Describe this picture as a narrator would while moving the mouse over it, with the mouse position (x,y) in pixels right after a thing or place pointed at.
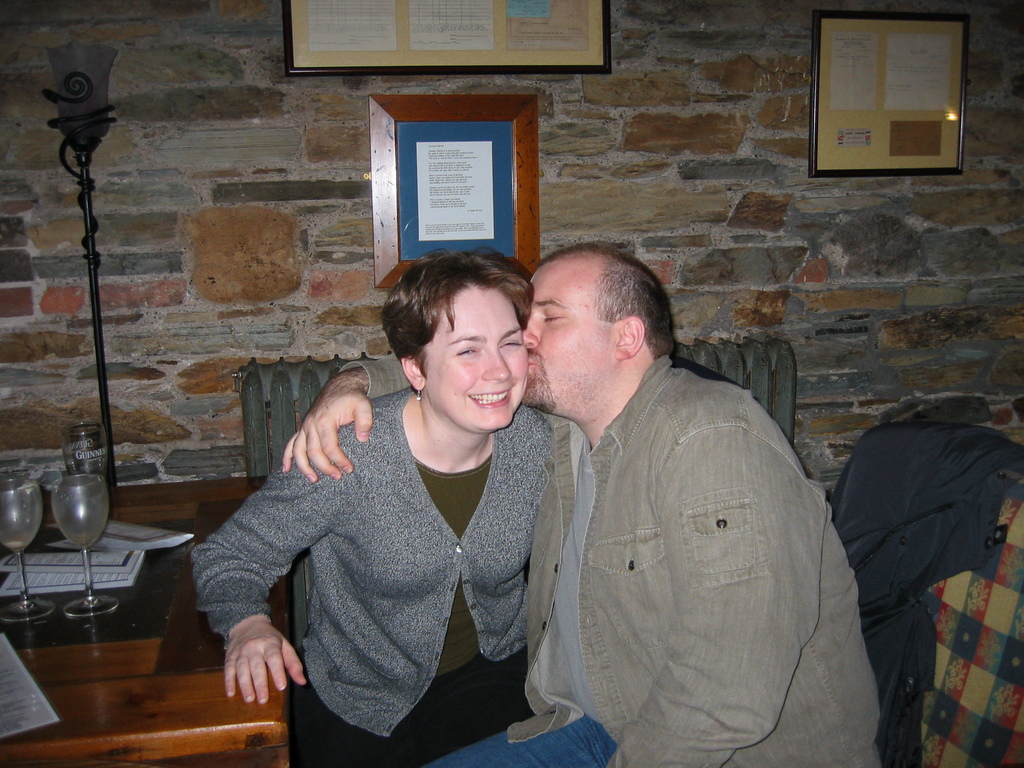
There is a man (544,382) and woman (431,511) in this picture. The man (592,393) is kissing the woman (443,384) on her cheeks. Both of them were sitting in the chair (934,703) in front of a table (121,630) on which some books (112,571) and wine glasses (30,494) were placed. In the background (95,304) there is a lamp (58,85) and a pole (91,263). We can observe some photo frames (456,138) attached to the wall (324,191) here.
